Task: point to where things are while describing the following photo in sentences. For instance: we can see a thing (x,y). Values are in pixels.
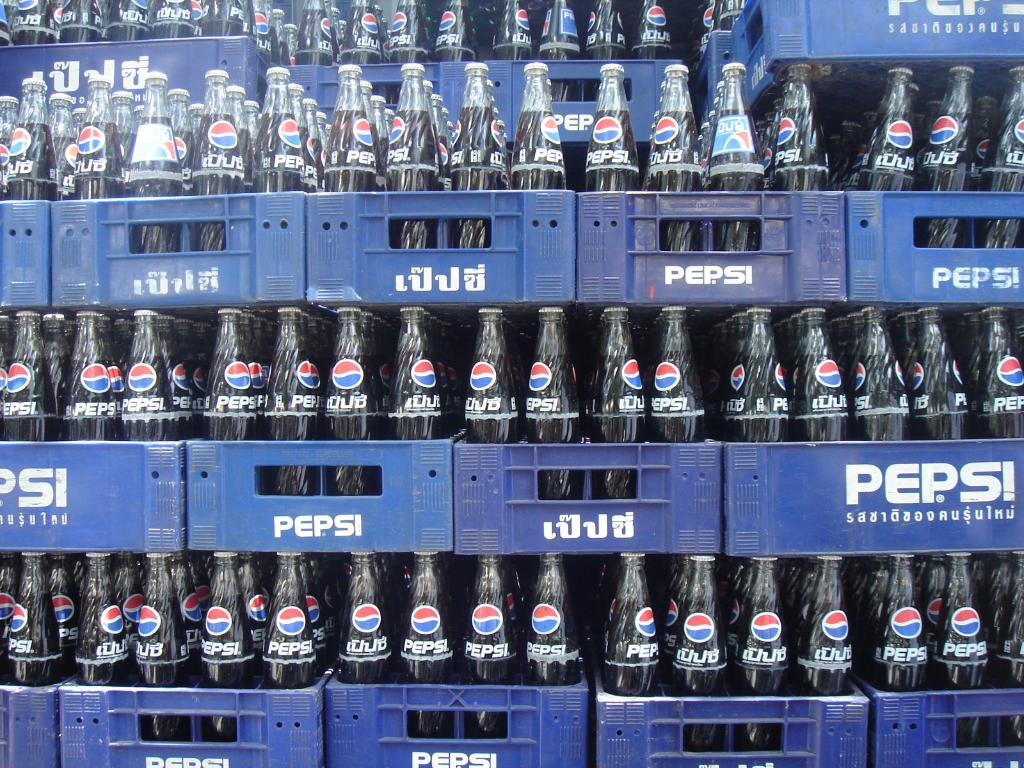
In this image, I can see the pepsi bottles (376,142) with closed metal caps (359,78). These bottles (949,158) are placed in the blue color baskets (381,550).
